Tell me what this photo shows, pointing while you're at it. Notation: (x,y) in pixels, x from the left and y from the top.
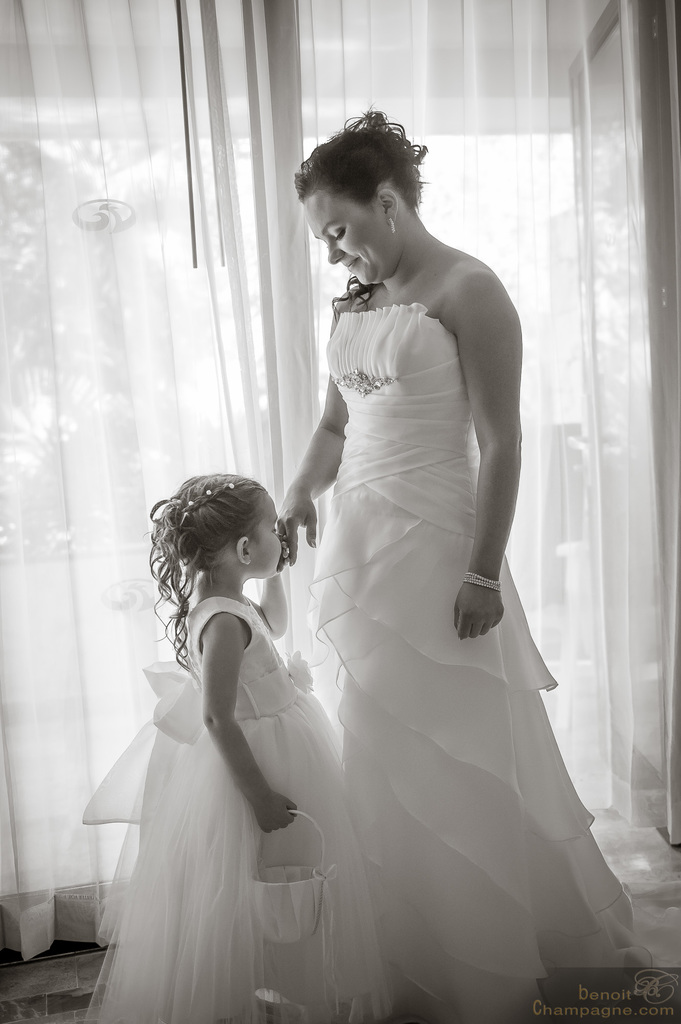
In this picture I can observe a woman (346,658) and girl (221,752) in the middle of the picture (374,433). In the background (628,735) I can observe curtain (317,82). This is a black and white image.
